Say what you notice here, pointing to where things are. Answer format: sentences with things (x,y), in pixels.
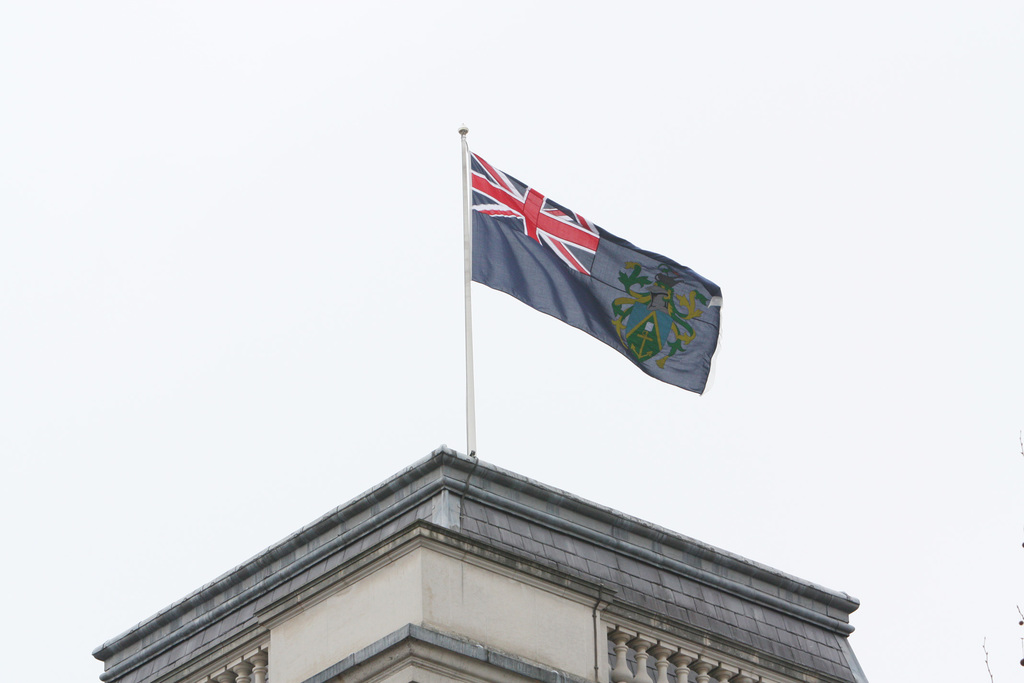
As we can see in the image there is building (446,546) and flag (492,261). On the top (315,173) there is sky (274,117).
